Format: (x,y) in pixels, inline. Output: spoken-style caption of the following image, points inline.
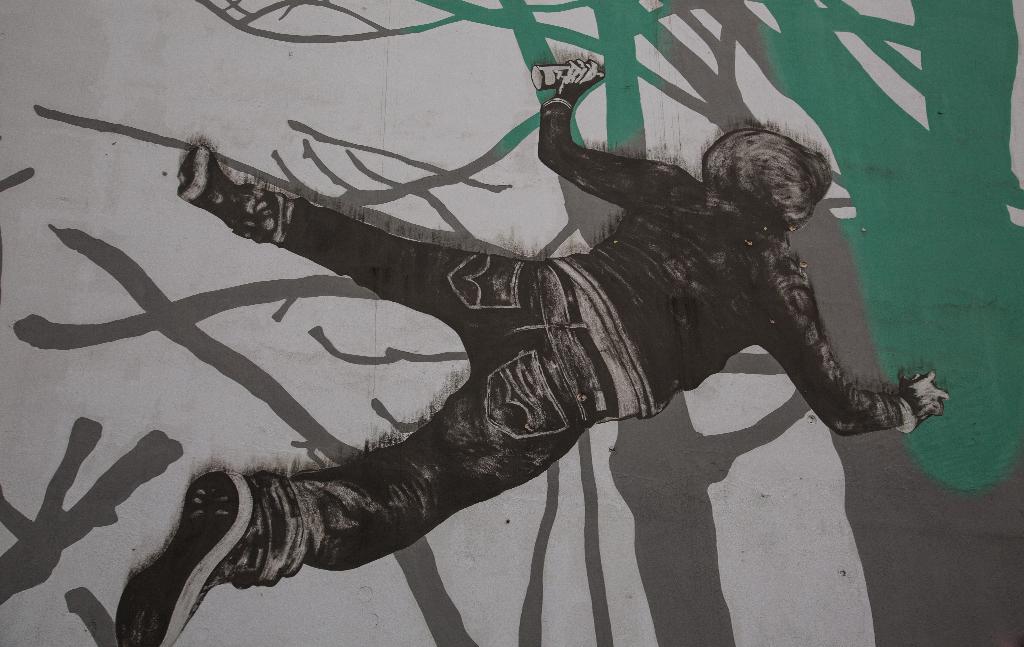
In the image we can see the image is a painting of person (593,374) who is hanging in the air (427,331). The person (694,264) is wearing jacket (715,216) and he is holding the spray bottle (536,77) in his hand (586,84).
